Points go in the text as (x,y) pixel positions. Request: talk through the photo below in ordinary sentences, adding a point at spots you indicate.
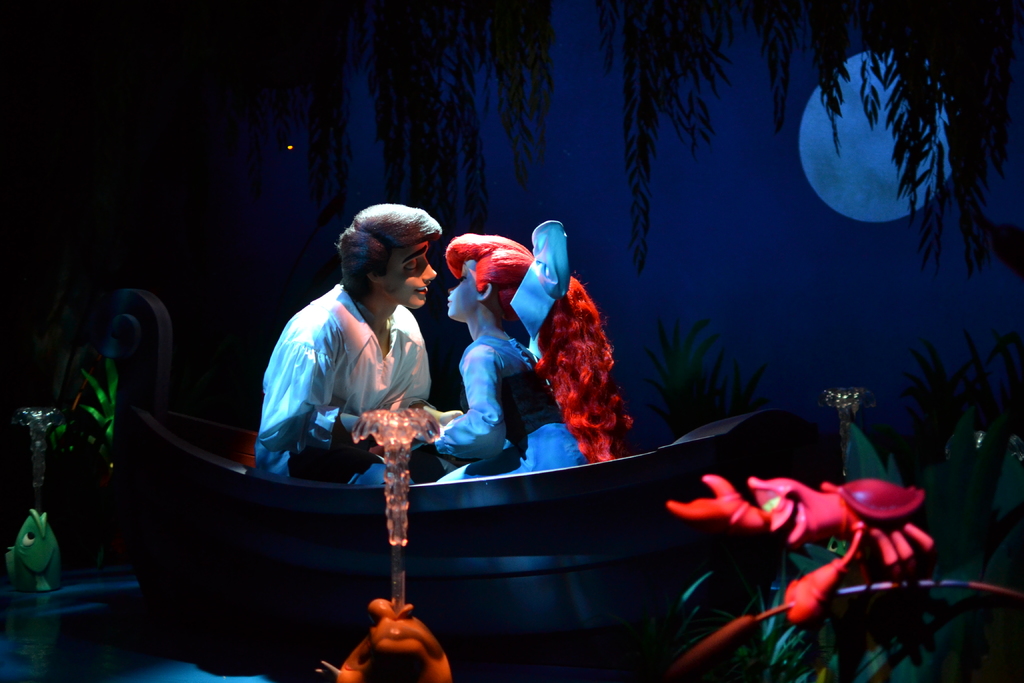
In the image we can see an animated picture of two people (466,363) sitting and wearing clothes (528,390). Here we can see the water (82,595), trees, moon (847,135) and the sky (743,249).
